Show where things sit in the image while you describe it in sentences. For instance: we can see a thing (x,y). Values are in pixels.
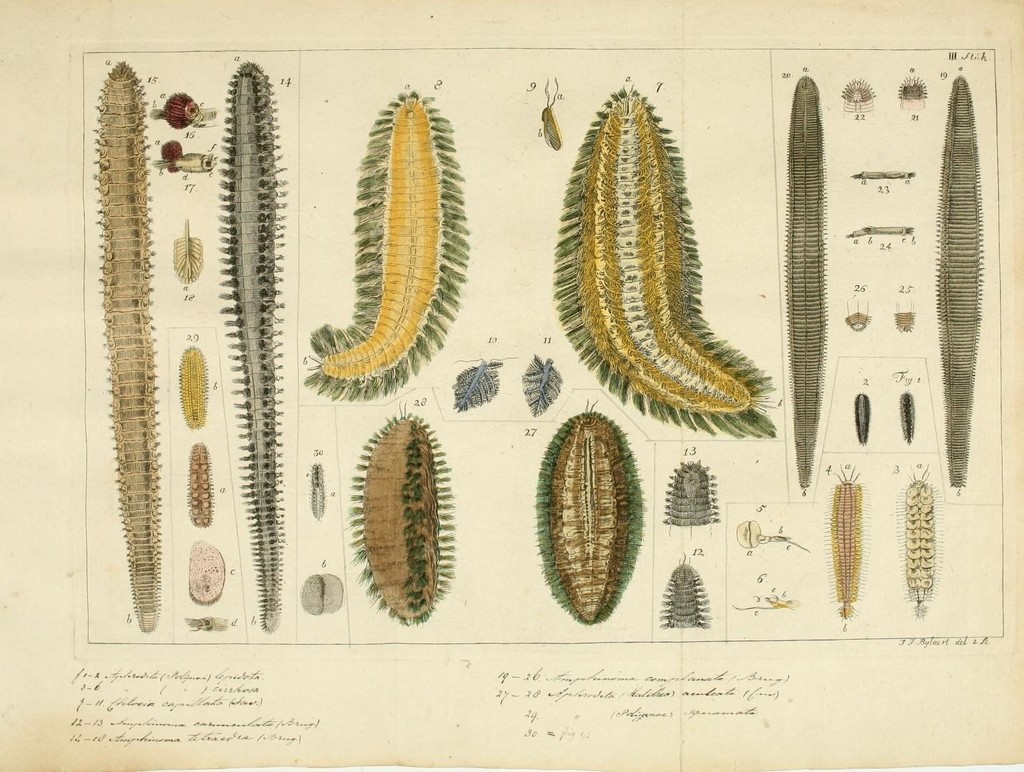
In this picture, we see the drawings (257,432) of the worms (198,377) or an animal (641,221). I think this image describes different kinds of sea worms (676,177). At the bottom of the picture (228,691), we see some text (197,703) written. In the background (31,176), it is white in color. This is drawn on the paper (744,160).
